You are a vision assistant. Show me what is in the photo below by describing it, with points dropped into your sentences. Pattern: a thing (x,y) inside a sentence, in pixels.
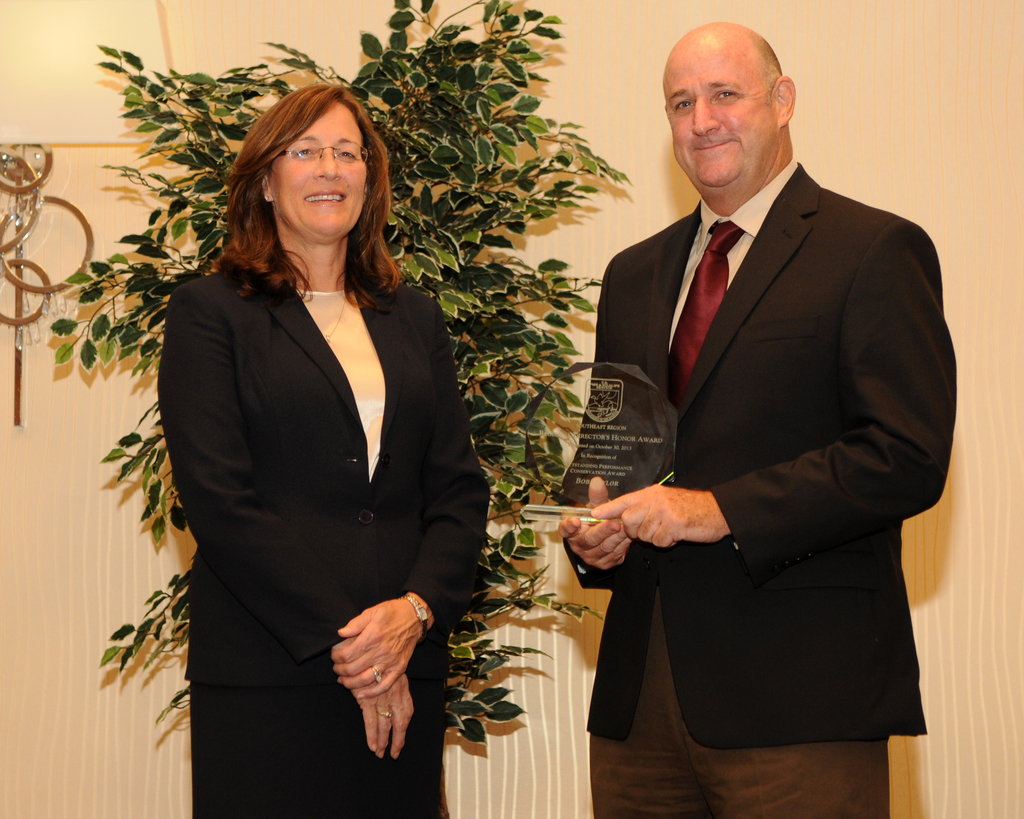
In this picture we can see two persons (623,501), among them one person (648,523) is holding shield (581,471), behind we can see potted plant (501,480).
